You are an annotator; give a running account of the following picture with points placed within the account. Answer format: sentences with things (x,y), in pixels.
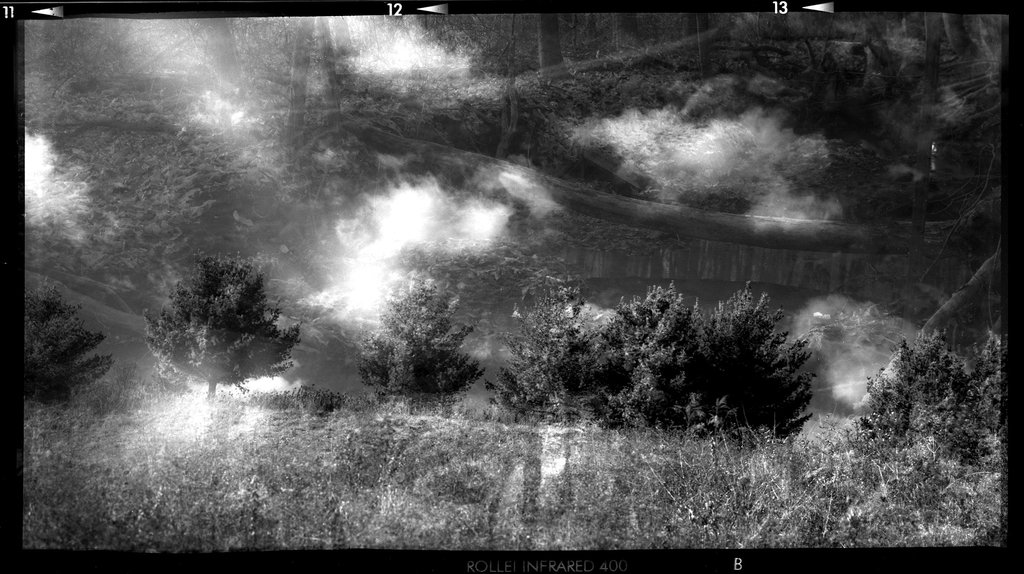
In the image there are trees (457,361) in the background (645,353) on a grass land (359,452) and above its sky (484,199) with clouds (715,156), this is a black and white picture.
